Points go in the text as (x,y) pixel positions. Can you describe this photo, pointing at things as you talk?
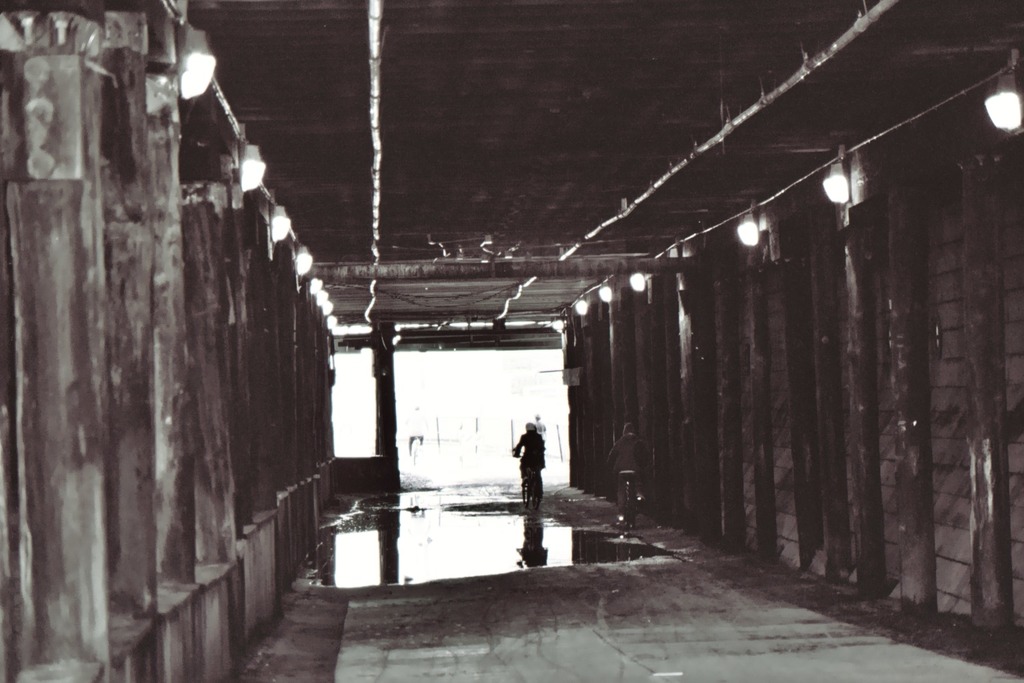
In the middle of the image (536,428) we can see two persons (630,424) riding on the bicycles (618,516). On the left (220,258) and right sides of the image we can see wooden fence (191,217) and lights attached to them.
